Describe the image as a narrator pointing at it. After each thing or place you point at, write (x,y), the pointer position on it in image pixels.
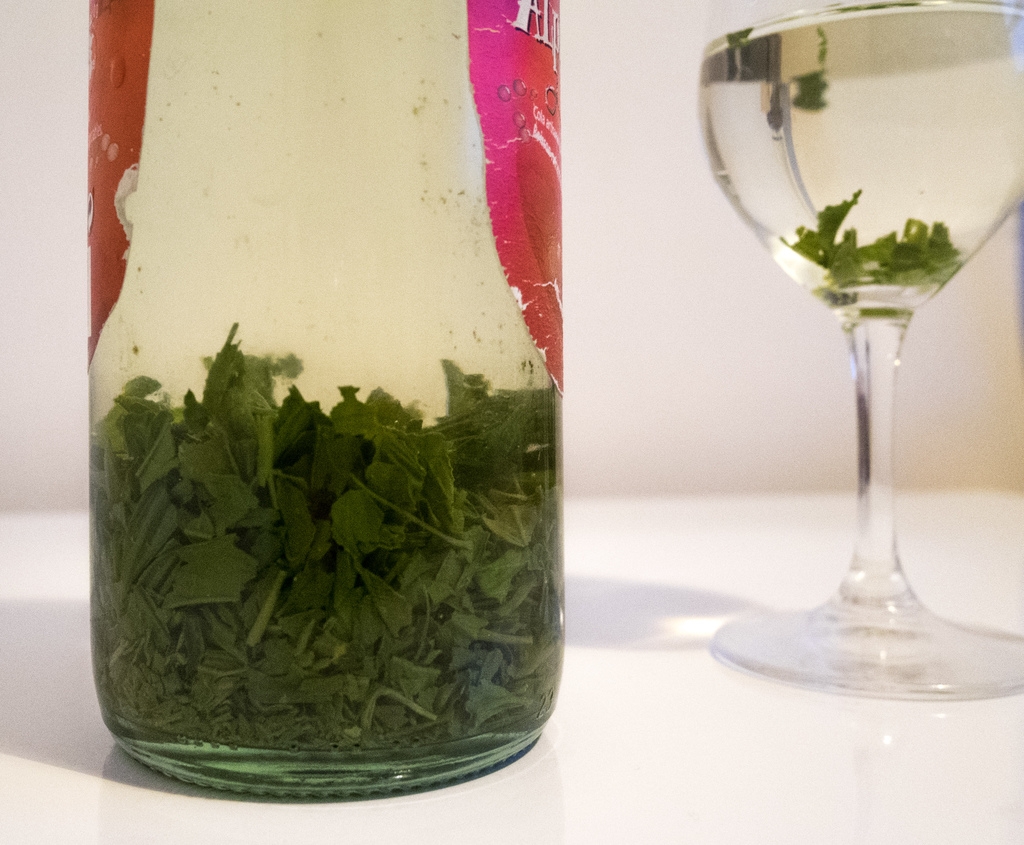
In this picture there is a bottle (342,344) and a glass (851,268), there is drink (275,256) in the bottle (544,235) and glass (761,206). The bottle (545,513) and glass (878,321) are placed on a table (688,769).
